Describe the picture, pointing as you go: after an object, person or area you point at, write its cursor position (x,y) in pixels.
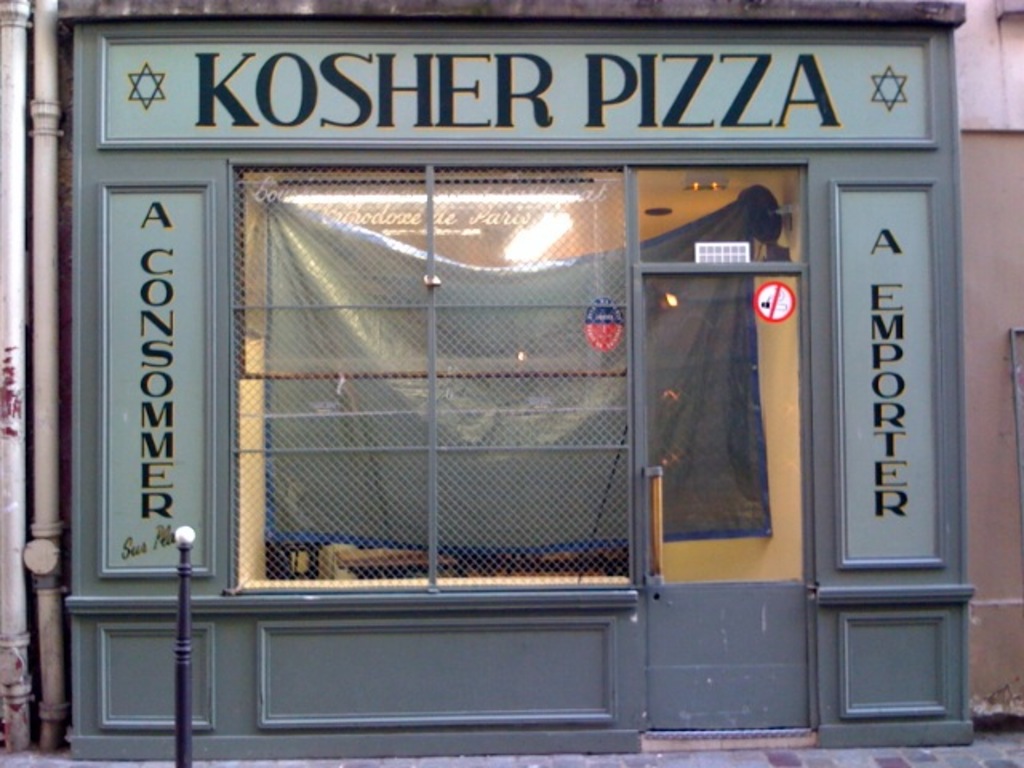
In this image, it seems like a store (426,629) on which there is a door (751,307) and text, it seems like a wall (1003,217) on the right side (1014,297) and there are pipes (45,260) and a small pole (179,606) on the left side (179,606).
